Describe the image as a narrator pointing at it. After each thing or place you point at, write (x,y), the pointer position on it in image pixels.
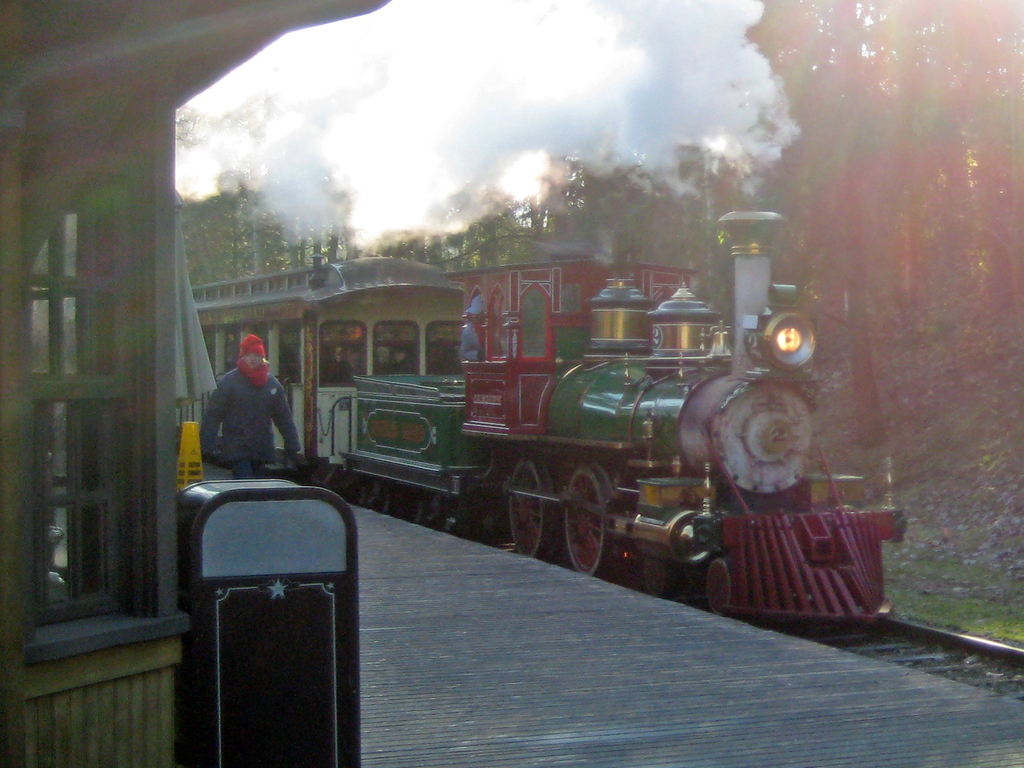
In this image we can see the train (750,465) on the railway track (979,662) and there is a man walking on the platform (811,728) and we can see a shed (147,549) and some other things (319,492) on the platform (939,757). We can see some trees (691,221) in the background (866,105) and at the top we can see the sky (332,80).
